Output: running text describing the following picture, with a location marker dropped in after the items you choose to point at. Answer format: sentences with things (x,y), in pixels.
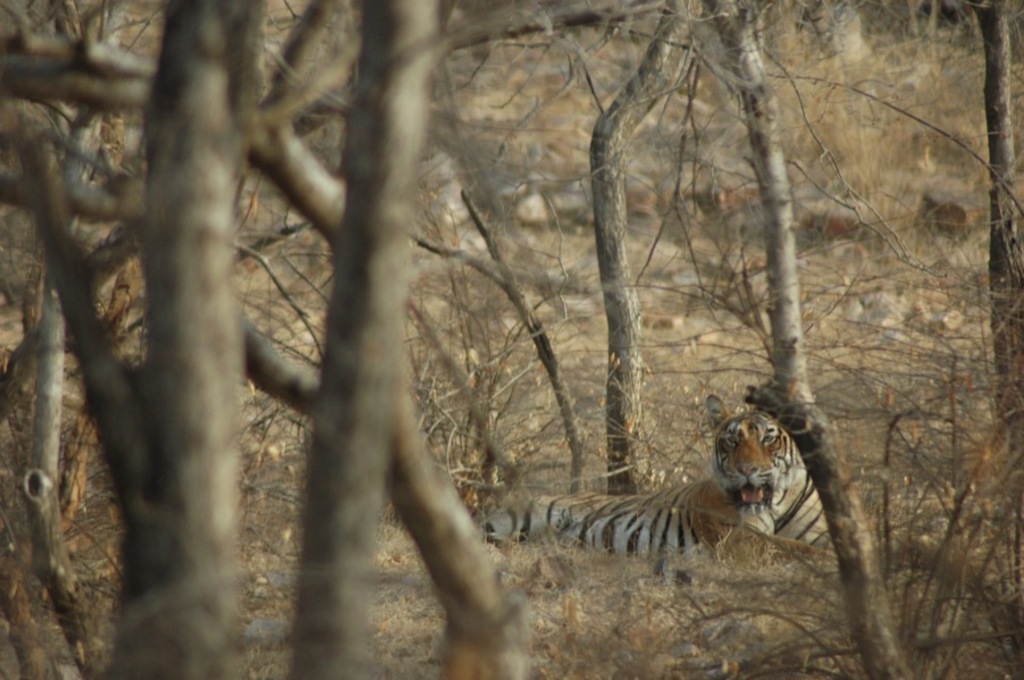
In the center of the image (356,251) we can see trees (624,182) and a tiger (597,513). In the background (670,307), we can see it is blurred.
